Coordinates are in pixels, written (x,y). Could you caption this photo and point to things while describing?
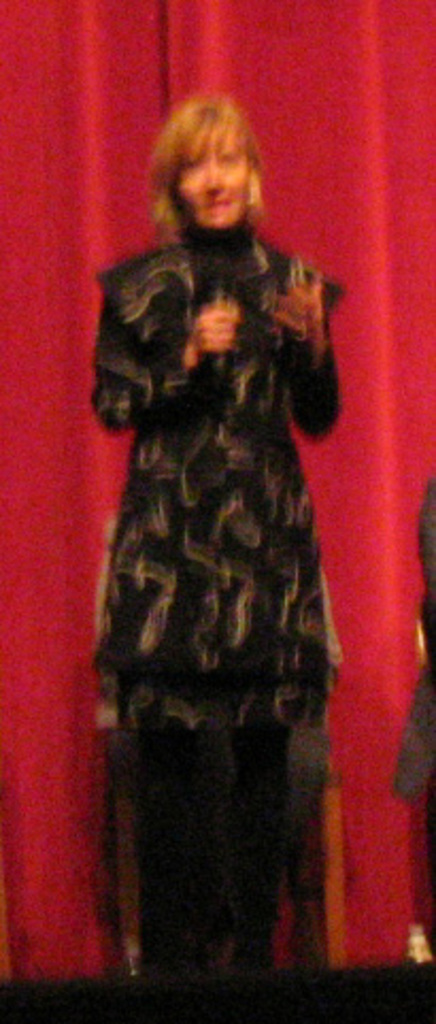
The image is blurred, in it we can see a woman (212,497) standing and wearing clothes (194,494). This is a curtain (305,173) red in color.
